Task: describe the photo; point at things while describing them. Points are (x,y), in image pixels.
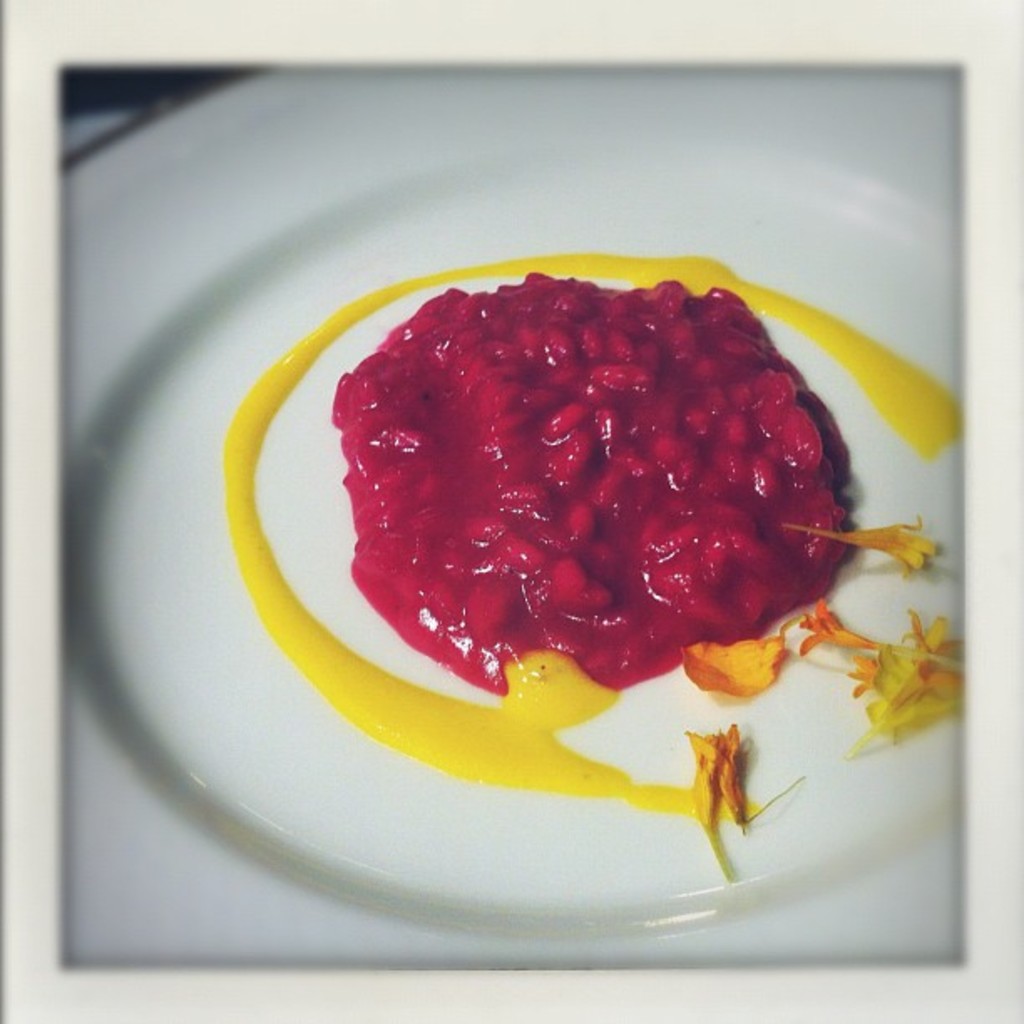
In this image I can see a food (476,604) in the white color plate (360,237). Food (567,666) is in red and yellow color.
